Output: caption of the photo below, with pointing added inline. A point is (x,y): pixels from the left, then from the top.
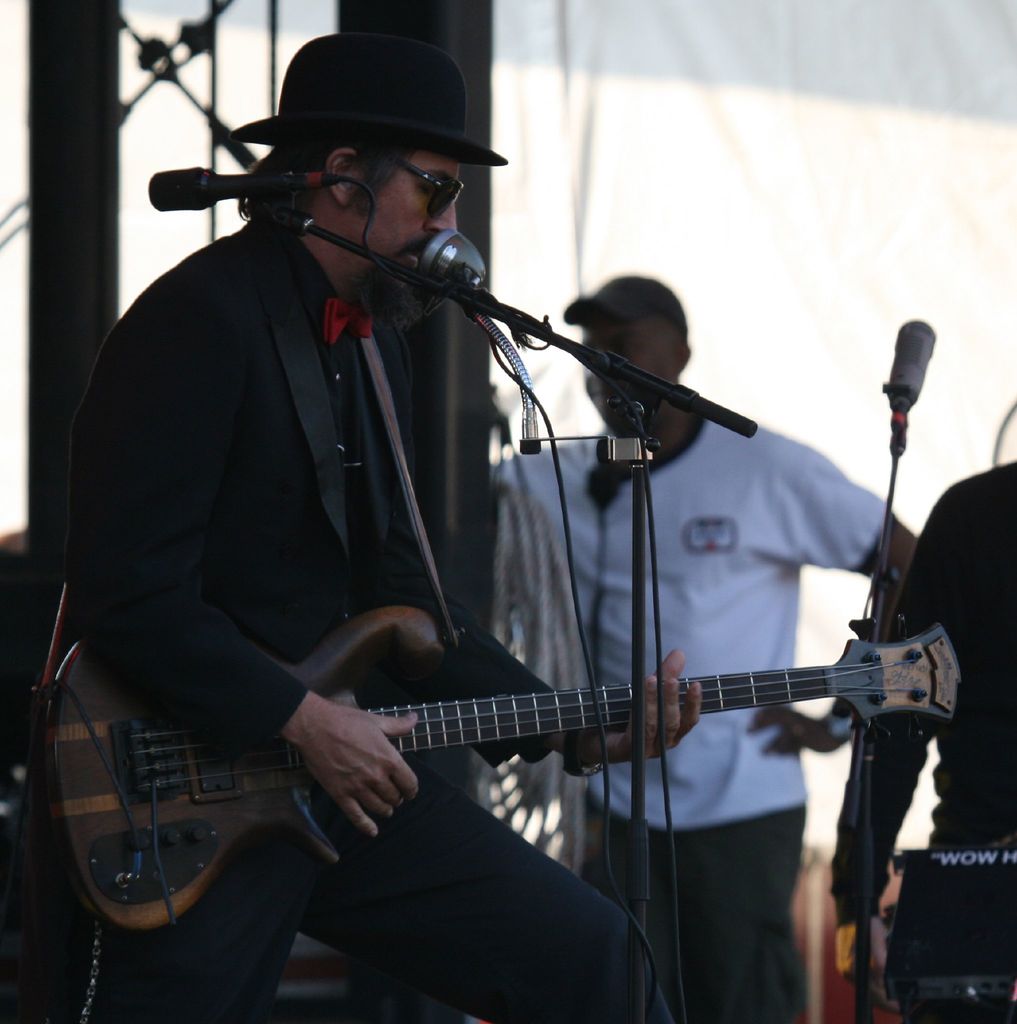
As we can see in the image there is a man (386,725) holding guitar (105,795). In front of him there is a mic (458,254).
